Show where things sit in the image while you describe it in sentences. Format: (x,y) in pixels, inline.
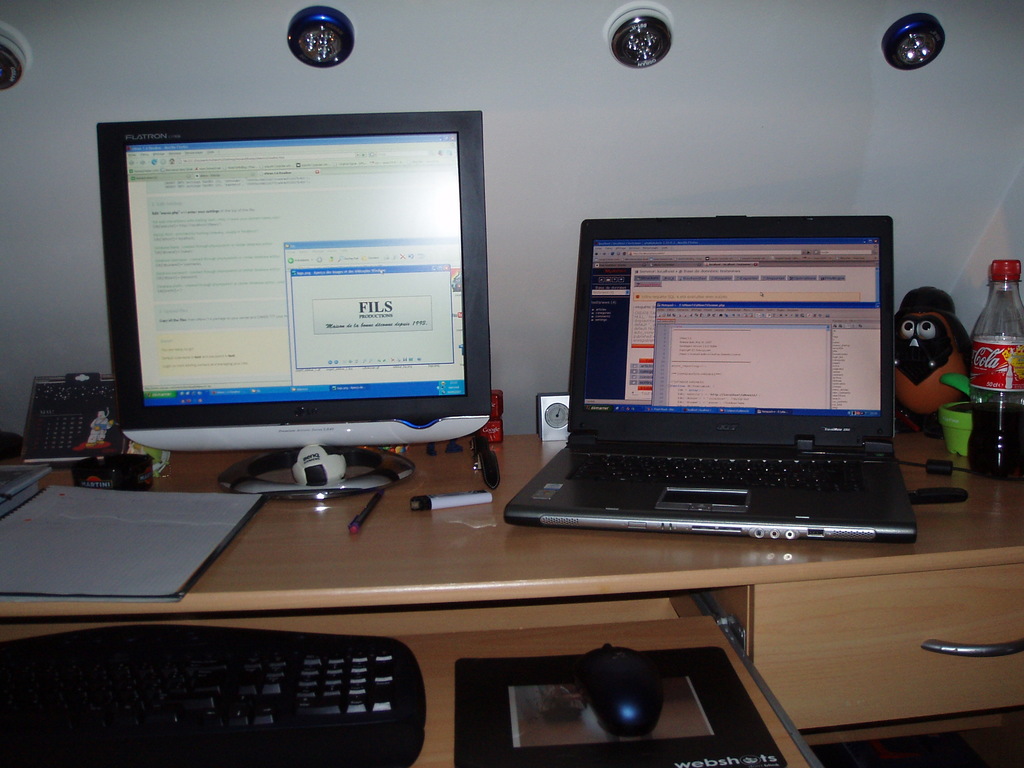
In this image there is a computer (362,323), laptop (791,235), keyboard (190,714), mouse (612,651), mouse pad (542,736), pen (411,504), papers (130,589), bottle (972,462), toy (948,367) on the table (406,501). At the top (907,33) there are lights (907,33).
